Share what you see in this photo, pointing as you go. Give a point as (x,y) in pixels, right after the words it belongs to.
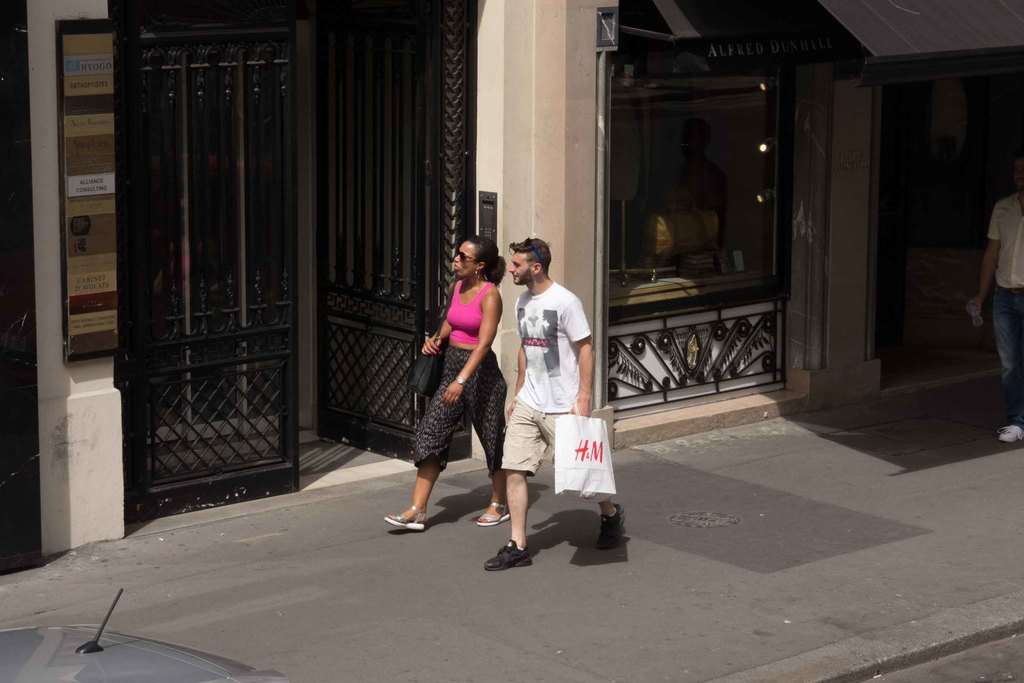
Here we can see a man (604,513) and a woman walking on the road (560,520) and he is holding a bag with his hand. In the background (559,277) we can see a building (696,119), lights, boards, gates (187,233), and a person (1012,414).
